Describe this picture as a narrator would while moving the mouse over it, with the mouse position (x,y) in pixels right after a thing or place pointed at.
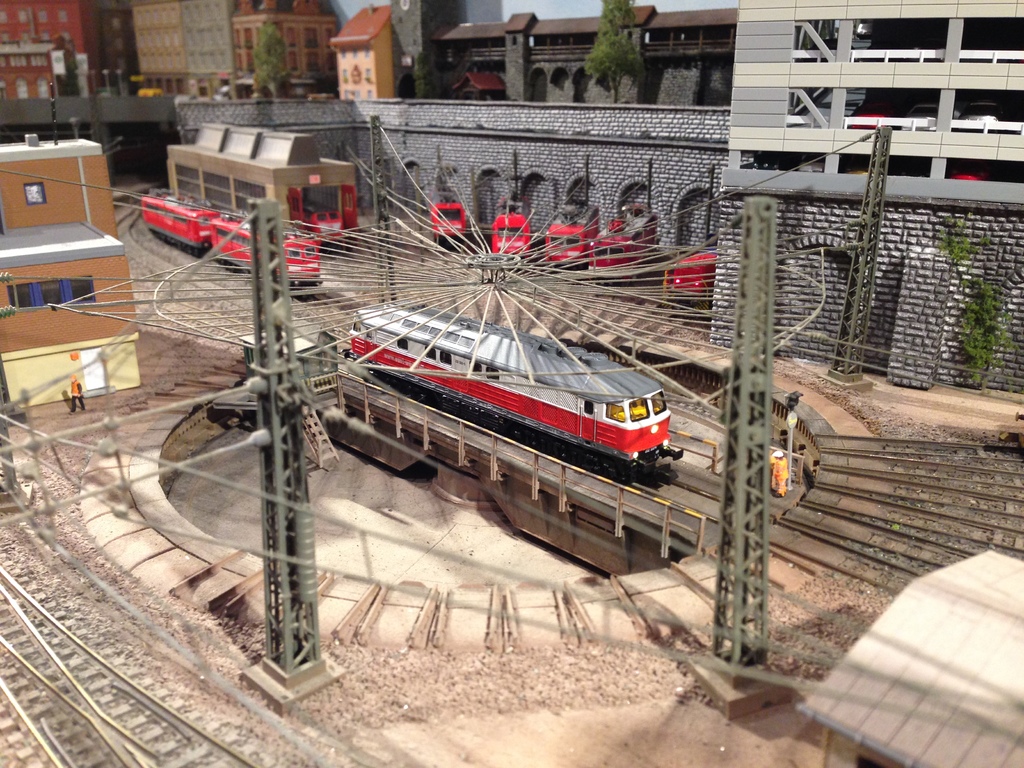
We can see trains (370,357) on tracks (668,486) and we can see buildings (52,387), trees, house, wall (913,243), towers (861,223) and sky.
